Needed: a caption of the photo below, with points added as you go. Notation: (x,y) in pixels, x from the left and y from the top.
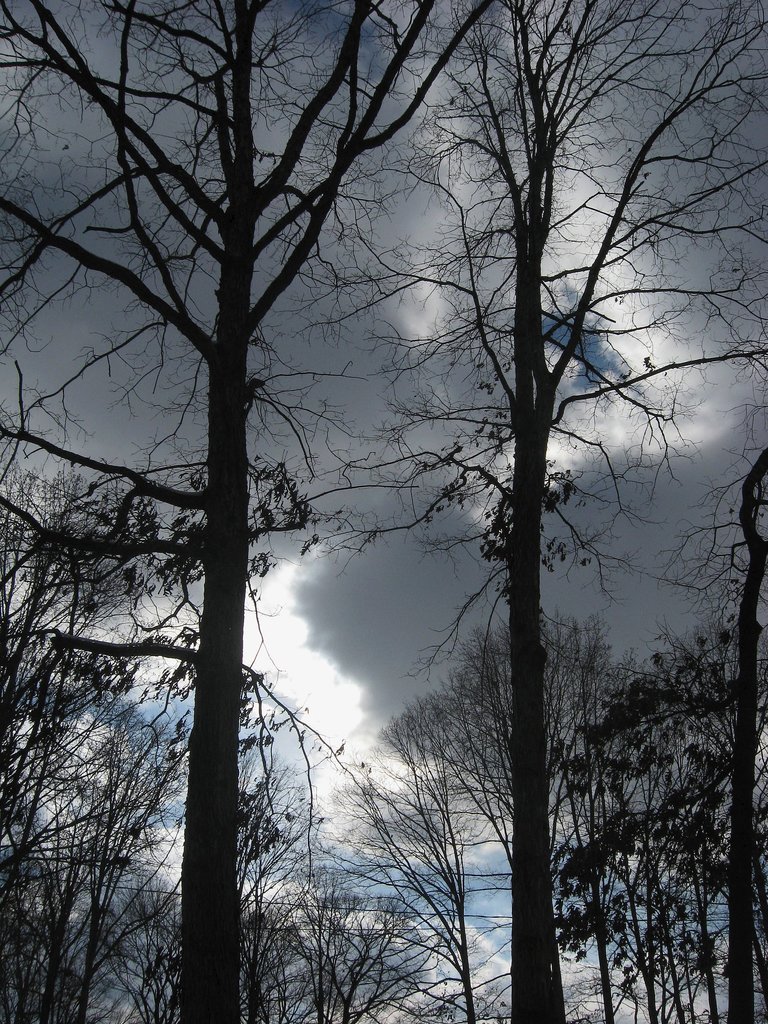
In this image we can see many trees (541,858). In the background (317,855) there are clouds (336,649) and sky (471,871).
